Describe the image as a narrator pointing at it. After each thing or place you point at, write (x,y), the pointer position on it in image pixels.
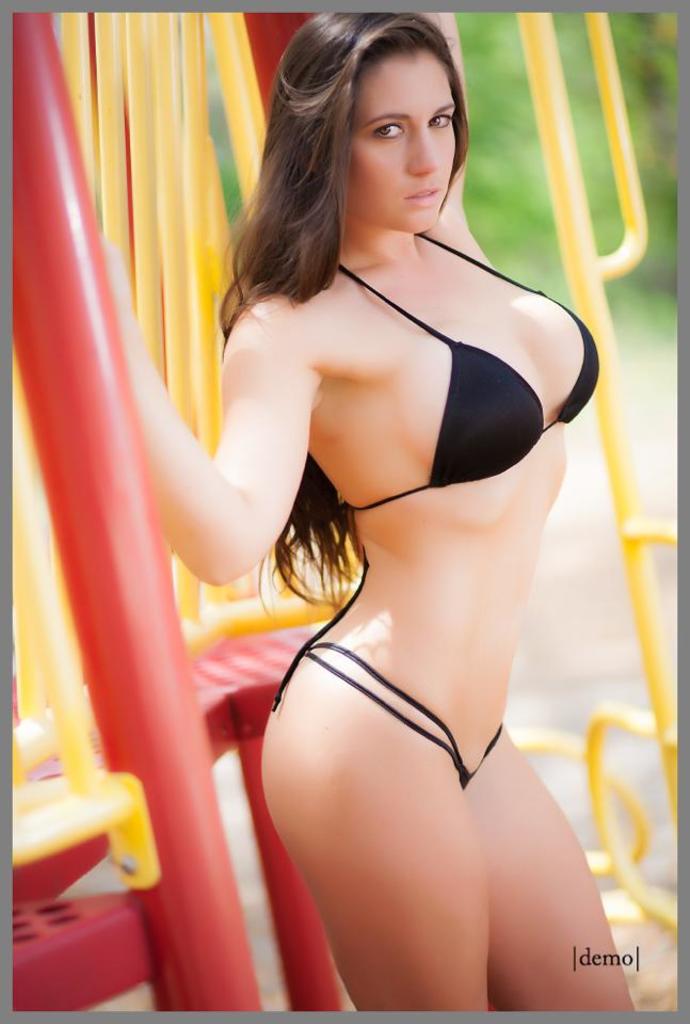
In this image we can see a woman (365,760) standing holding a pole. On the backside (257,178) we can see some poles (251,171). On the bottom of the image (609,955) we can some text (574,969).
